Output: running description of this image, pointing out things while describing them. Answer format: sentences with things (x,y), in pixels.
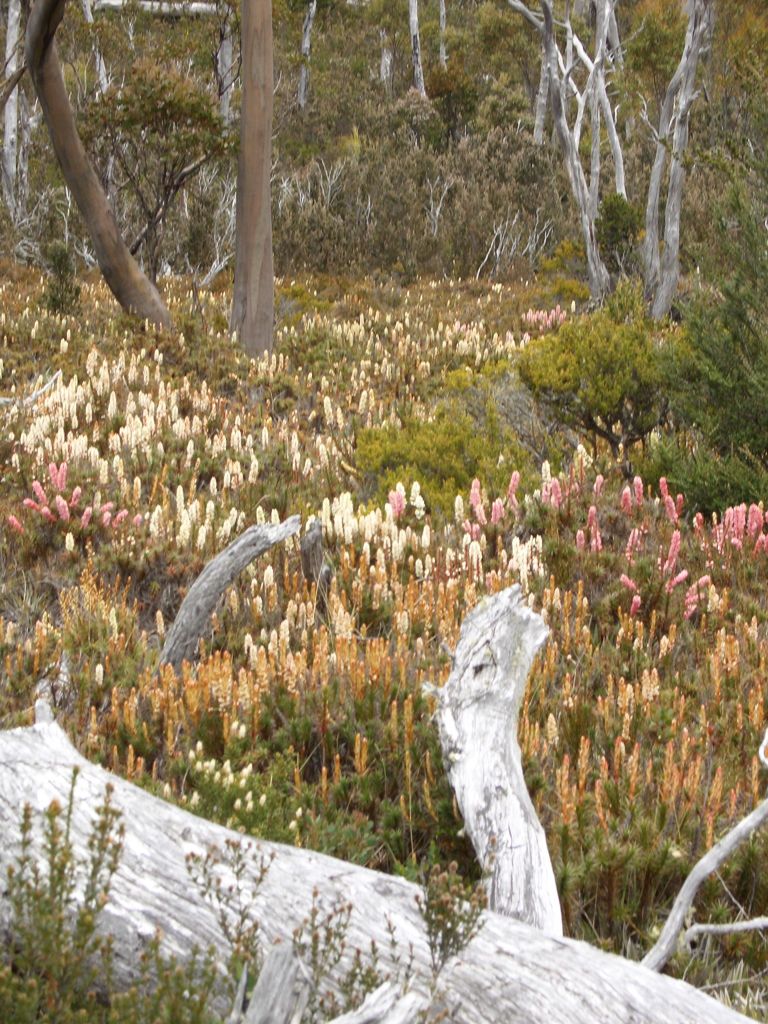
This is an outside view. I can see some dried trees (253,108) and some green trees (473,33) and some plants (326,499) with flowers (434,598) and a broken wood (498,970) at the bottom of the image (219,918).
